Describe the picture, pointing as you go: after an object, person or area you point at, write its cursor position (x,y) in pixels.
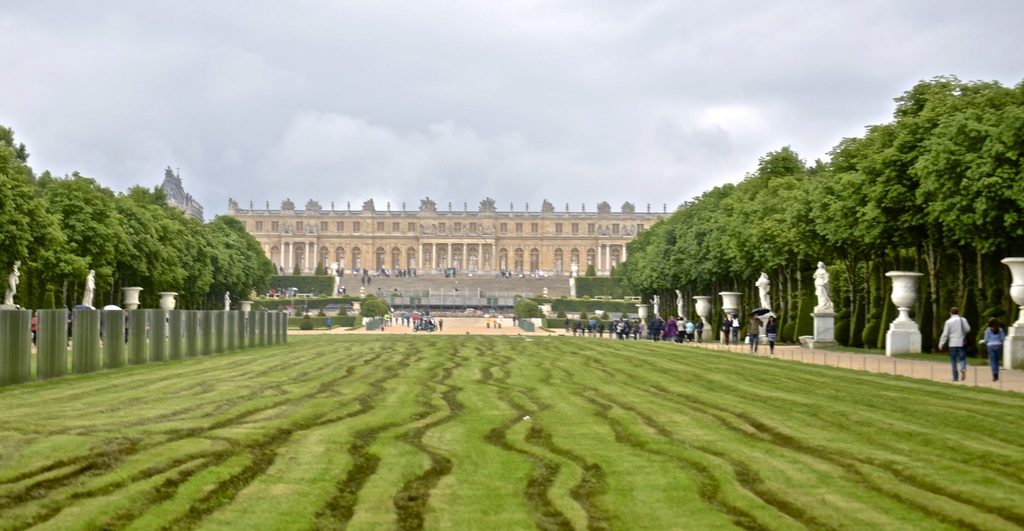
In this image, we can see some persons (774,333) in between sculptures (895,328) and trees (878,197). There is a building (363,237) in the middle of the image (449,240). In the background of the image (327,86), there is a sky (338,75).
